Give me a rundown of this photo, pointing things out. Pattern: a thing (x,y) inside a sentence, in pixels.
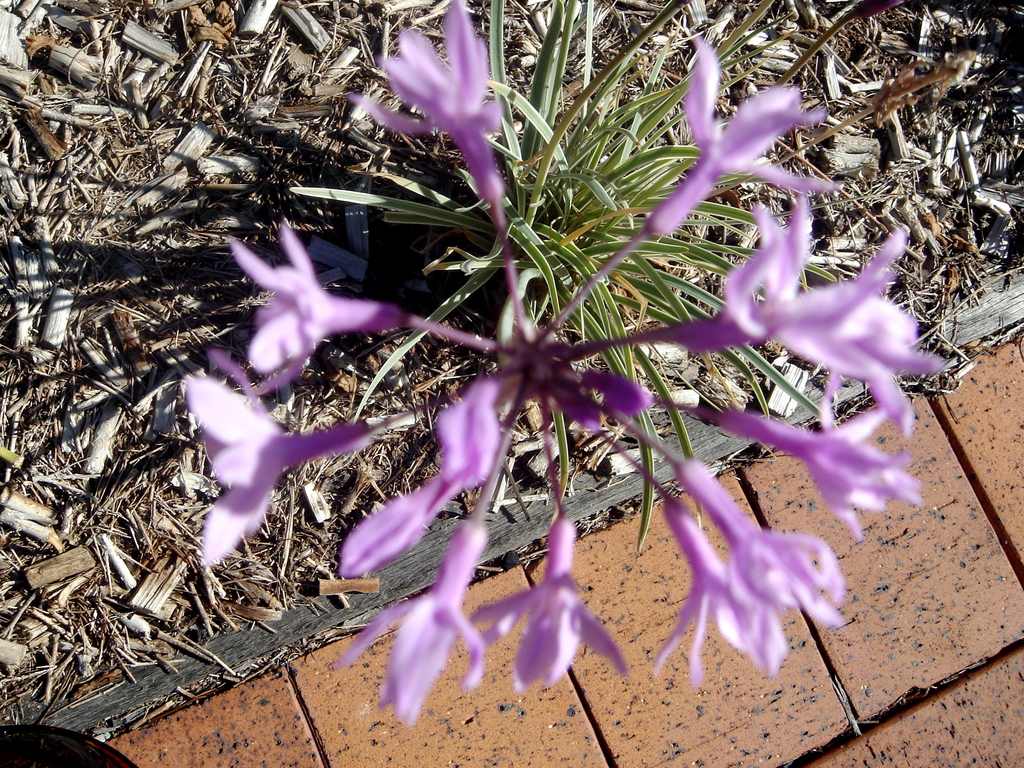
In this image I can see purple colour flowers (539,680) and I can also see green colour leaves (598,201).
